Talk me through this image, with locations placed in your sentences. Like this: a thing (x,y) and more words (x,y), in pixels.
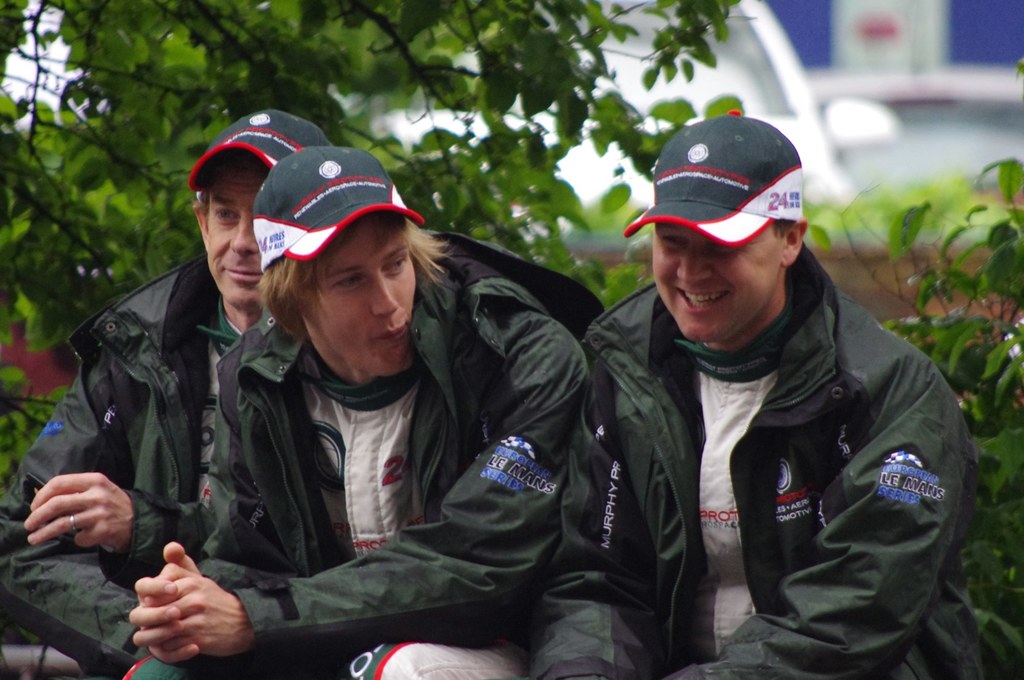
In this image, we can see three people (286,530) are sitting and wearing caps (350,164). They are smiling. Background (997,467) there are few plants (1,385). Here we can see white and blue color.
